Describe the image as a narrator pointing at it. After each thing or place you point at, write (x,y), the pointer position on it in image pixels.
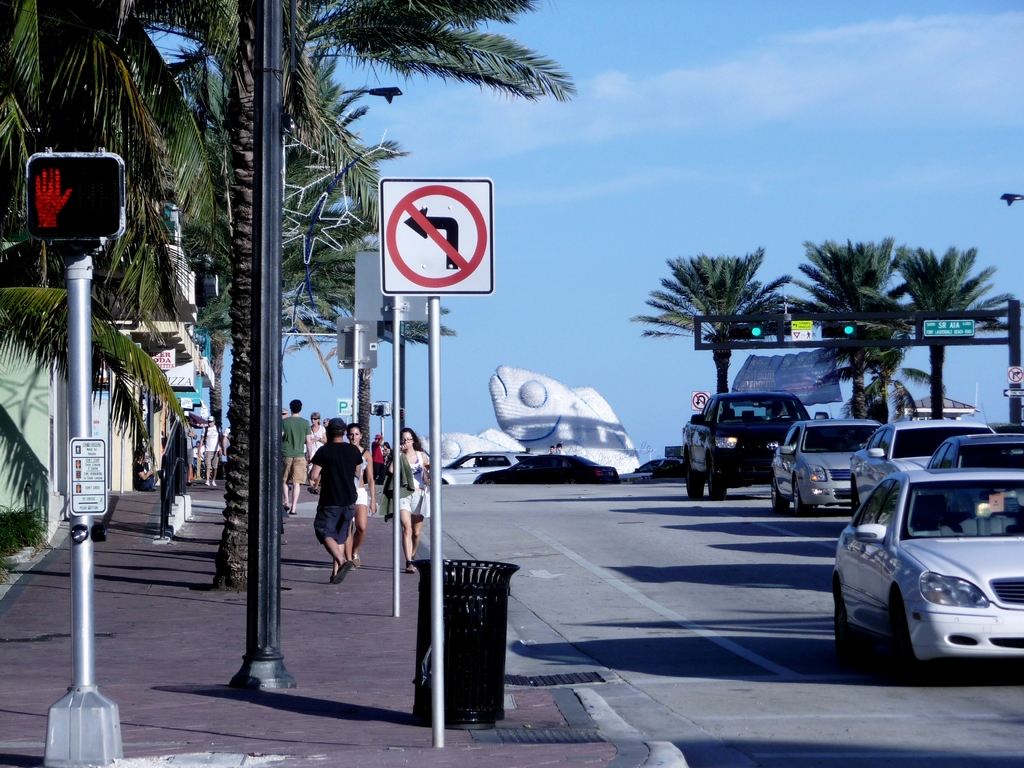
In this image I can see a road (530,513) on the right side (716,577) and on it I can see number of vehicles (964,486). On the both sides of the road (594,532) I can see number of trees (945,270), number of poles (1017,360), sign boards (1019,395) and on the left side (331,456) I can see number of people (405,522) are walking. In the background (407,416) I can see a white colour thing (450,456), clouds (739,97) and the sky (640,199). I can also see few signal lights (742,333) on the right side of this image (746,321) and on the left side (112,437) I can see few buildings (150,401).
